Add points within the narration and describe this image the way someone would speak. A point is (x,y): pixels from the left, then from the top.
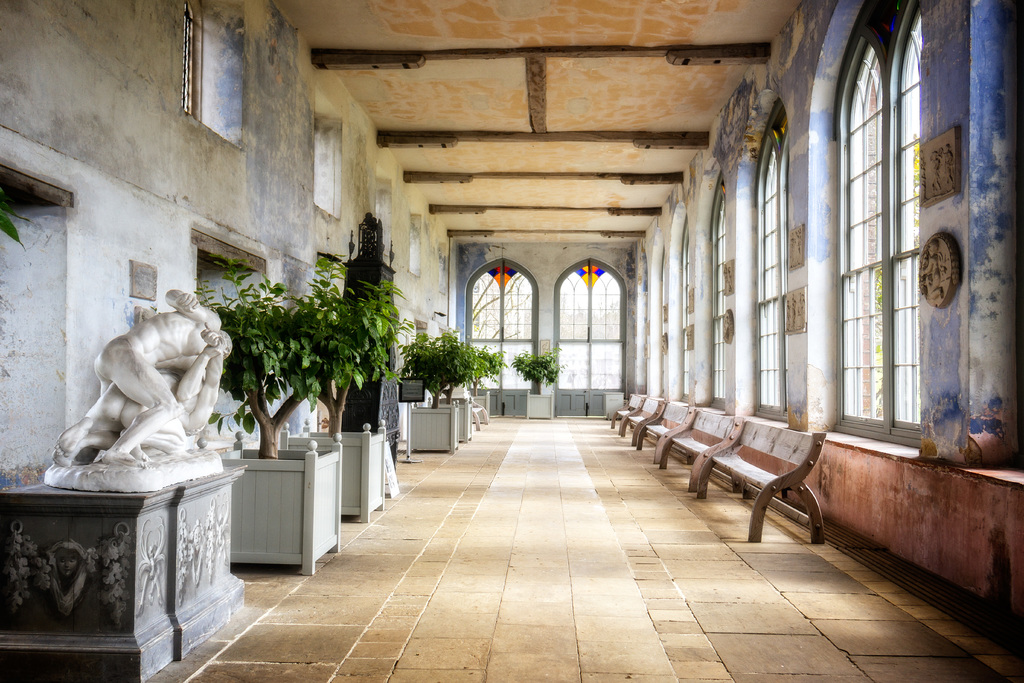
This picture is clicked inside. On the right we can see the benches (616,415). On the left (245,511) we can see the house plants (310,391) and the sculptures (163,416). At the top (414,39) there is a roof (594,99), windows (324,140) and walls (548,253).
